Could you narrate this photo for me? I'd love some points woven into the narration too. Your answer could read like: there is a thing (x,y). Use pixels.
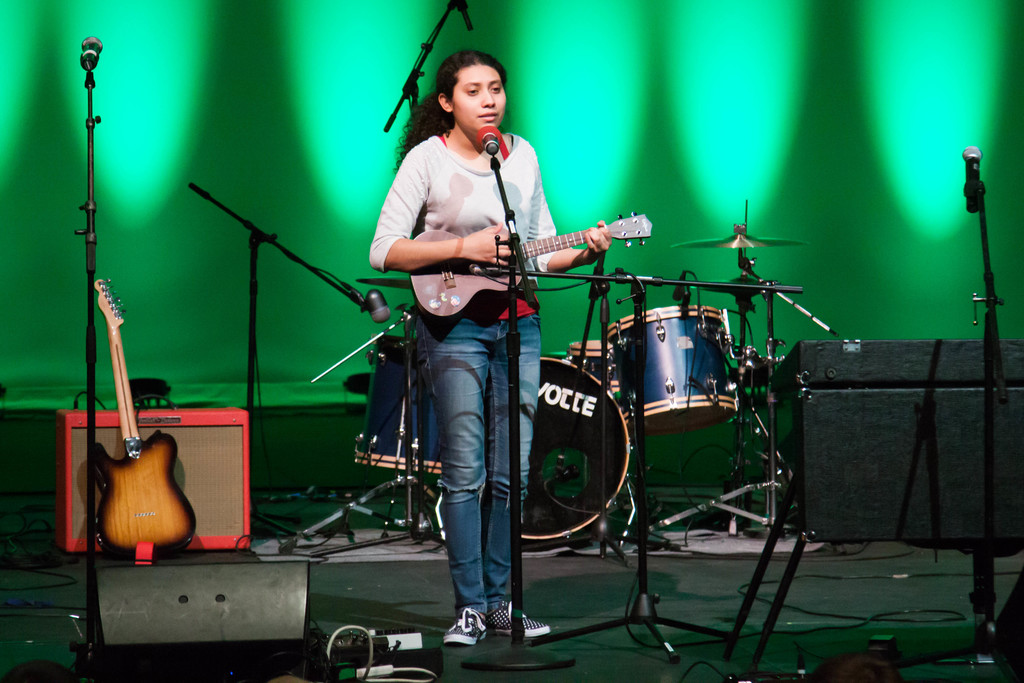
Here is the woman (455,209) standing and singing a song. She is playing guitar (465,290). These are the drums (732,375) with hi-hat instrument (745,279). These are the mics (969,182) attached to their mic stands (977,212). I can see another guitar (164,515) placed here. This looks like a wooden box (206,457). Background (238,165) is green in color.
